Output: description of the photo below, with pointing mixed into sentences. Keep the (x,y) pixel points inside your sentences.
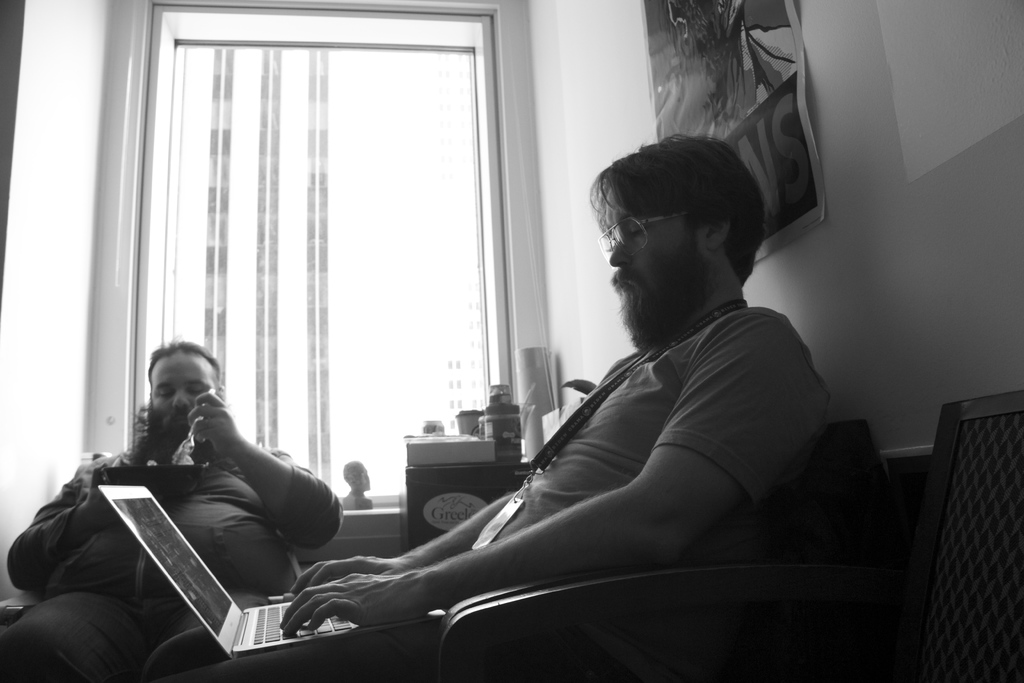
There is a person (618,445) sitting in chair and operating a laptop (224,600) in front of him and there is another person (303,477) sitting beside him and eating something and there is a glass window (313,281) behind him.
